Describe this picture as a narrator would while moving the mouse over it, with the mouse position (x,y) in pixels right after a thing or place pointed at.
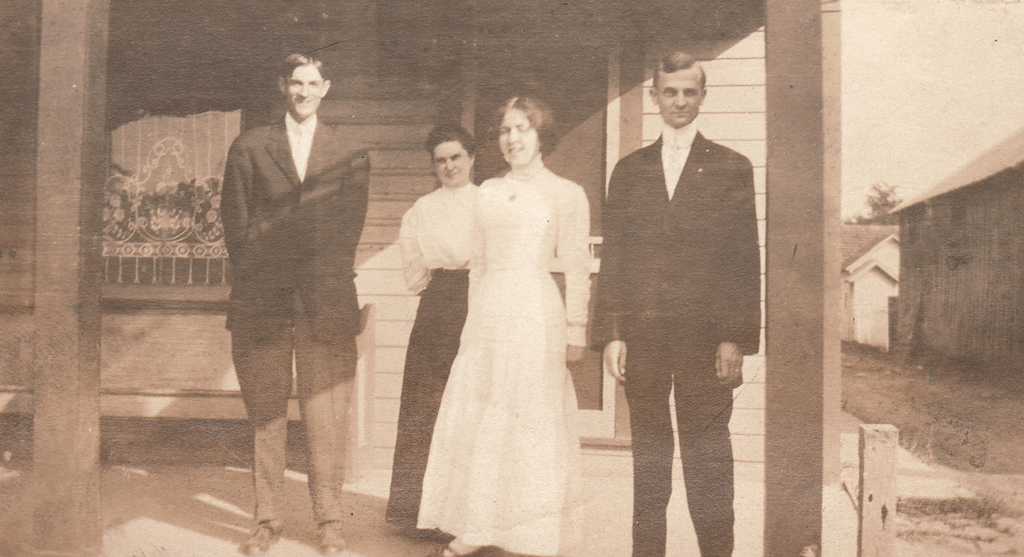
This is black and white picture, in this image there are two women (446,217) and two men (671,268) on either side of the men (331,363) there are pillars (780,346), in the background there is a house (741,114).
